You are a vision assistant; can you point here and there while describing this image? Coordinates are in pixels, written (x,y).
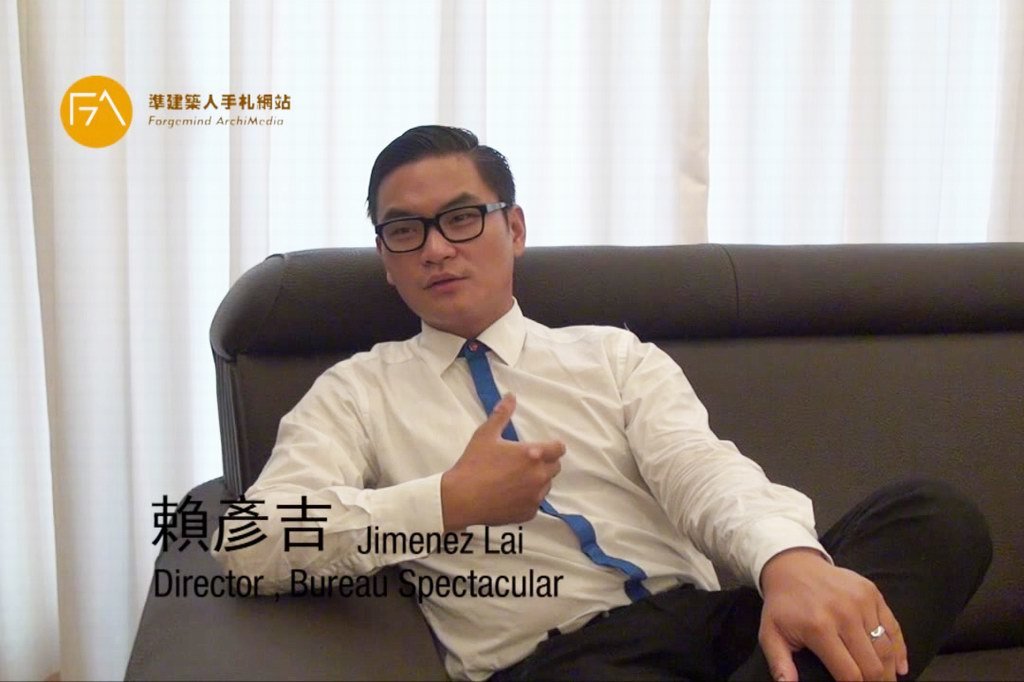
In this image I can see a man (614,580) is sitting on a black colour thing (304,616) in the front (430,332). I can see he is wearing white colour shirt (566,589), black pant (616,628) and specs (472,225). On the top left side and on the bottom side of this image (217,559) I can see few watermarks (267,499). I can also see white colour curtains (905,153) in the background (917,176) and I can see a ring (885,634) on his finger (890,650) in the front (869,619).
